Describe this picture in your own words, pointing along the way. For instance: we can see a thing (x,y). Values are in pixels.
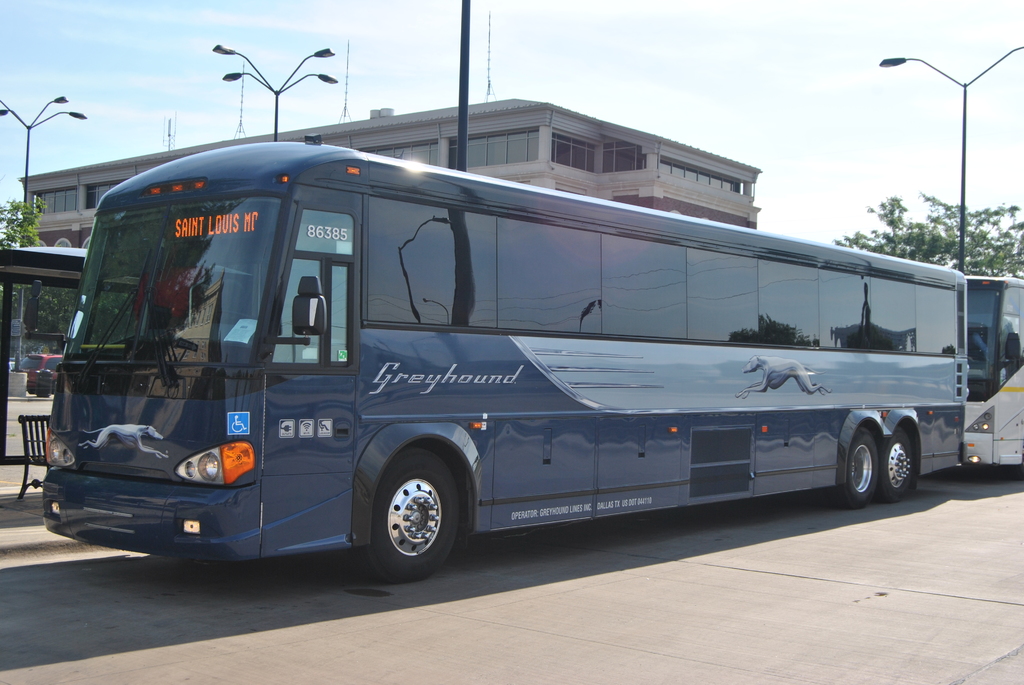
In this picture we can observe a blue color bus (276,419) on the road (667,517). Behind this bus (786,425) we can observe white color bus (986,404). There are poles (463,102) and street lights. We can observe white color building (61,206) and trees (938,238) in this picture. In the background (803,135) there is a sky (432,57).
